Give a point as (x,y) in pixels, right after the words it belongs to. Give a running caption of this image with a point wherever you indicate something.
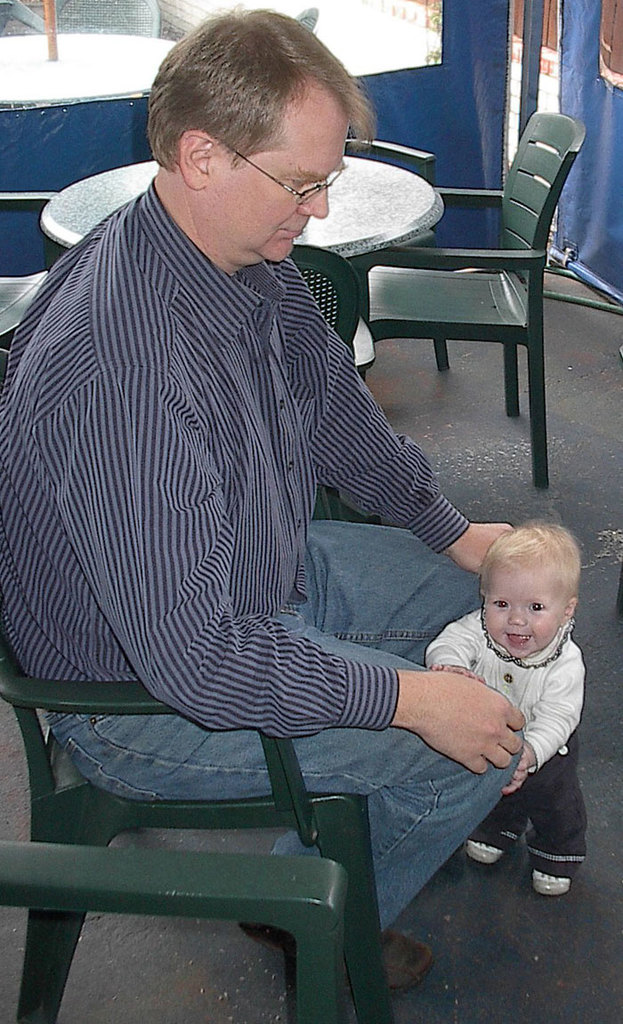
In the image we can see there is a man (259,558) who is sitting on the chair (41,787) which is in green colour and in front of him there is a baby (524,692) who is standing and at the back (404,319) there are table (347,217) and chair (486,335).
